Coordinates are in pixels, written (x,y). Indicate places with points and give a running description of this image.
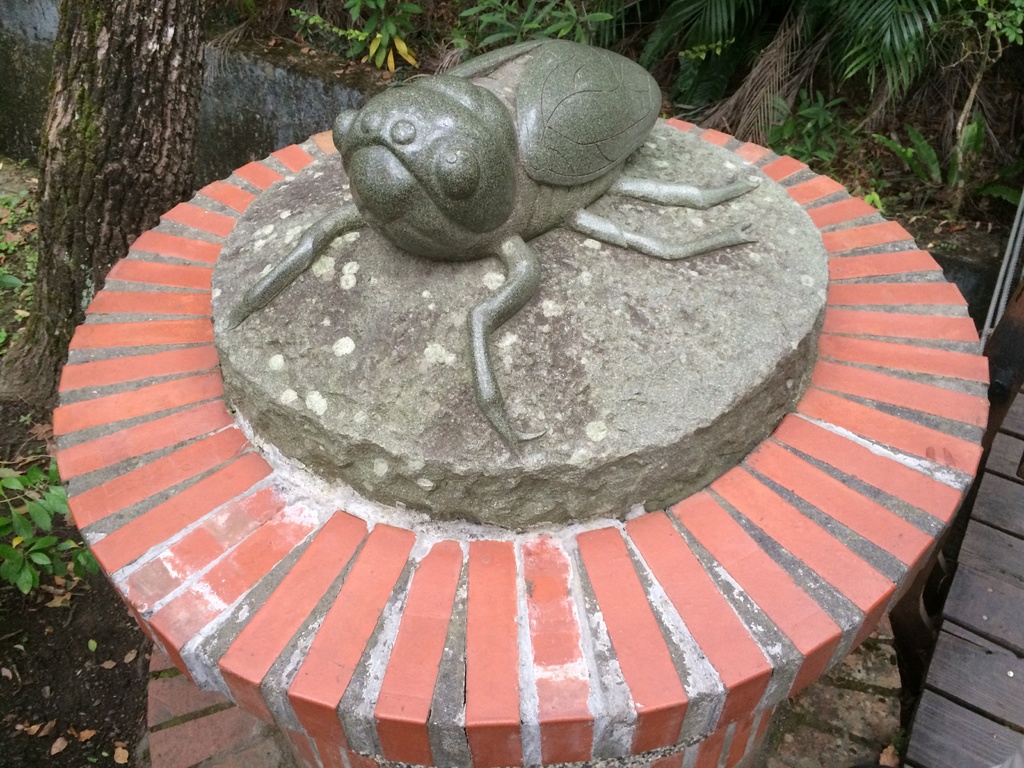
In this image I can see a statue (633,240), background (380,12) I can see plants (392,28) and trees (743,34) in green color.
